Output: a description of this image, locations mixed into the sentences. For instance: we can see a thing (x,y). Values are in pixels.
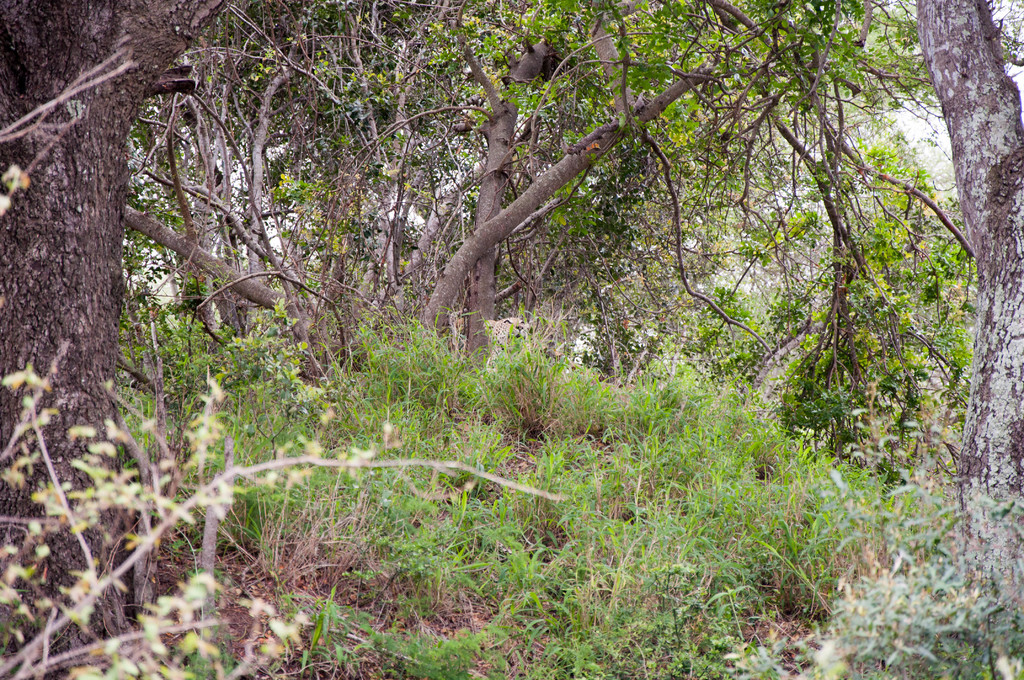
In this image there are trees (43,153) and grass (473,567).
